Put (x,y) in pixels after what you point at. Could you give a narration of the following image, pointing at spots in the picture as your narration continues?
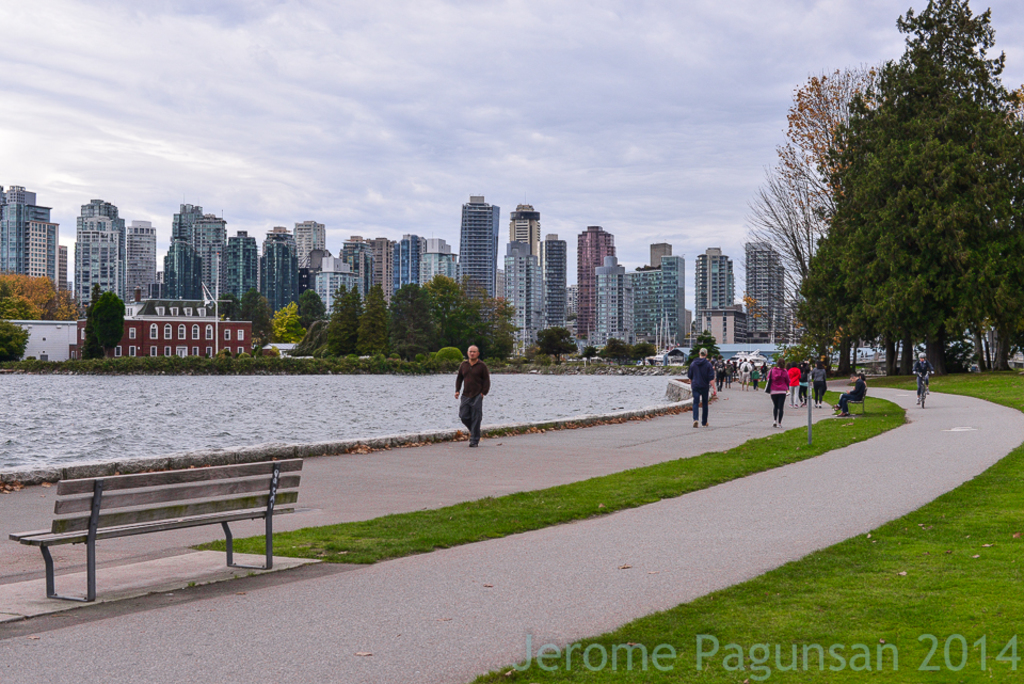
Sky (392,54) is cloudy. Here we can see people (744,373), bench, water (222,395) and grass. Background (109,225) there are buildings (533,324) and trees (471,339). Bottom of the image (747,655) there is watermark (544,657).
